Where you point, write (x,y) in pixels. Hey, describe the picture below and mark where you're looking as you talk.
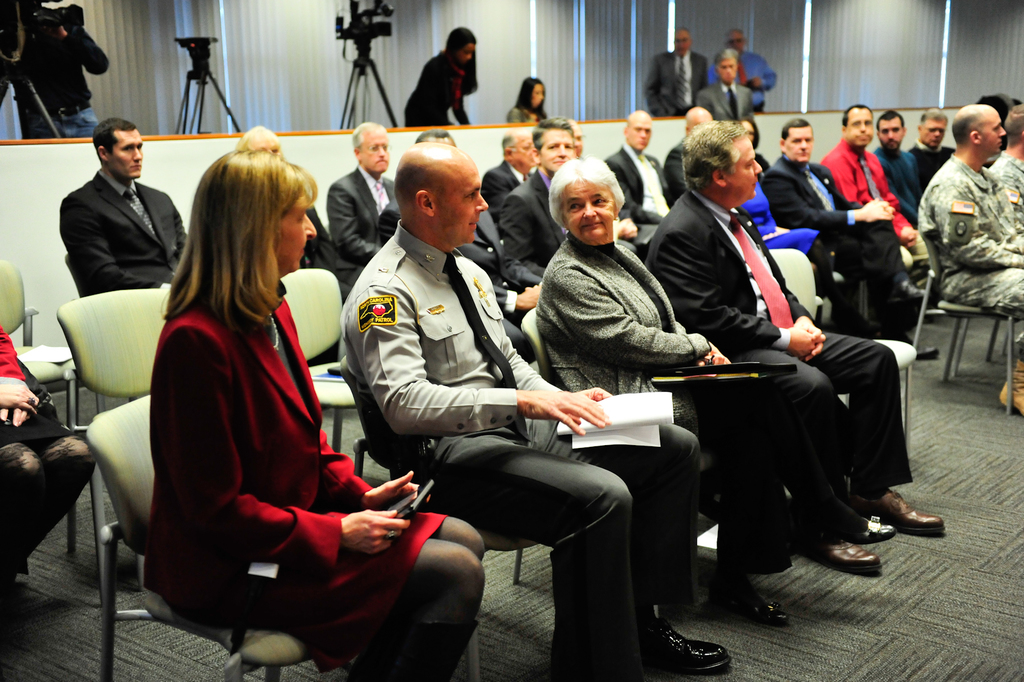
Most of the persons (473,182) are sitting on chairs (38,365). Front this woman (264,495) wore red jacket (282,502) and holding a device (421,496). This man (445,444) is holding a paper (611,413). This woman (571,272) is holding a file (671,379). Far these persons (671,54) are standing. In-between of this person's (432,98) there is a camera (357,23) with stand (365,64). On this chair (5,303) there is a paper (27,356). This persons (940,229) wore military dress (957,217). Most of the persons (702,177) wore suits (678,165).
